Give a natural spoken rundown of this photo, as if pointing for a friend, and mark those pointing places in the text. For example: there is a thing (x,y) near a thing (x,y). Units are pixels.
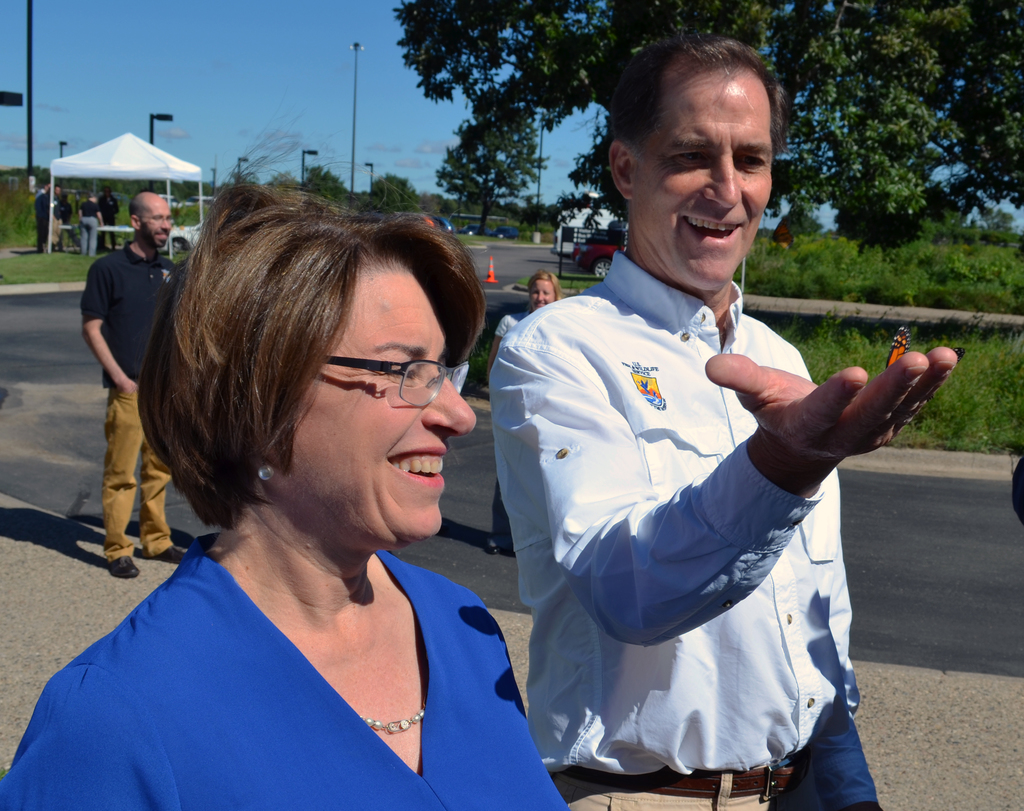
This image is clicked on road (937,476). There are a few people (534,288) standing on the road (934,495). In the foreground (590,500) there is a man (594,508) and a woman (455,609) standing on the ground (988,712). They are smiling. Behind them there are plants (887,296) on the ground (909,314). There is a cone barrier (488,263) on the ground (487,256). On the either sides of the road (503,264) there are trees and poles (355,94). At the top (170,97) there is the sky (220,57).
